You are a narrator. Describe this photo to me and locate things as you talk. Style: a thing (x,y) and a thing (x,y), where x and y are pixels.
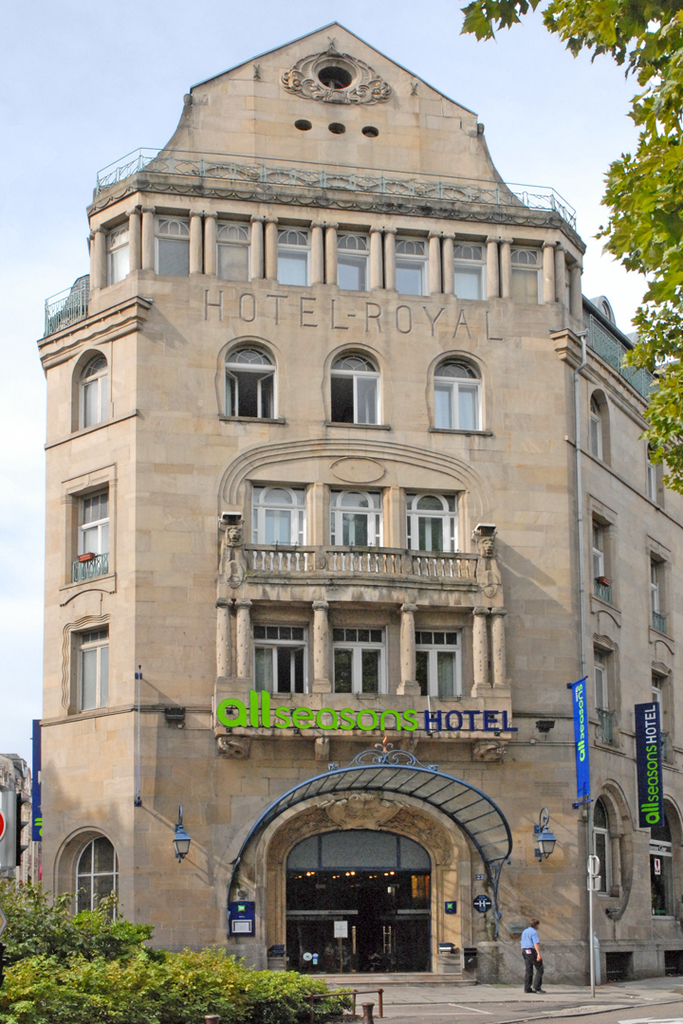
On the left side (169,1007), there are plants (160,1004). On the top right (680,329), there are branches (658,209) of a tree (662,44) having leaves (672,294). In the background (642,855), there is a person (537,969) on a footpath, there is a building (549,378) which is having windows (535,251) and there are clouds (31,749) in the sky (558,176).
